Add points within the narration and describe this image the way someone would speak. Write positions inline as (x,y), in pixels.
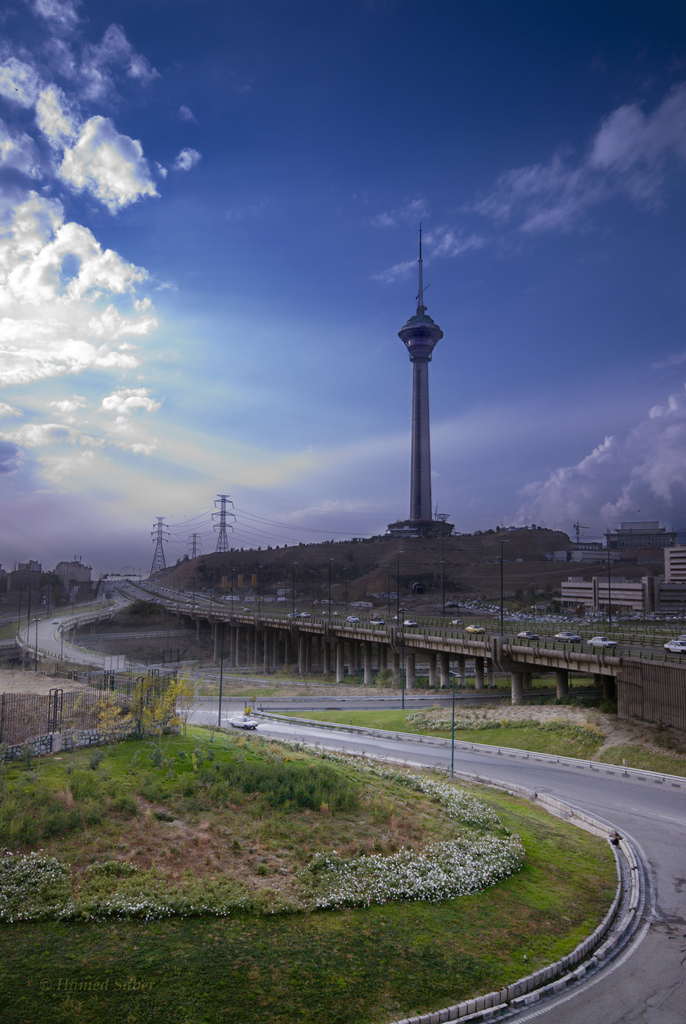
In this image I can see few trees (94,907) in green color. Background (299,476) I can see a building (415,482) and few electric poles (228,496) and sky (167,302) in blue and white color.
